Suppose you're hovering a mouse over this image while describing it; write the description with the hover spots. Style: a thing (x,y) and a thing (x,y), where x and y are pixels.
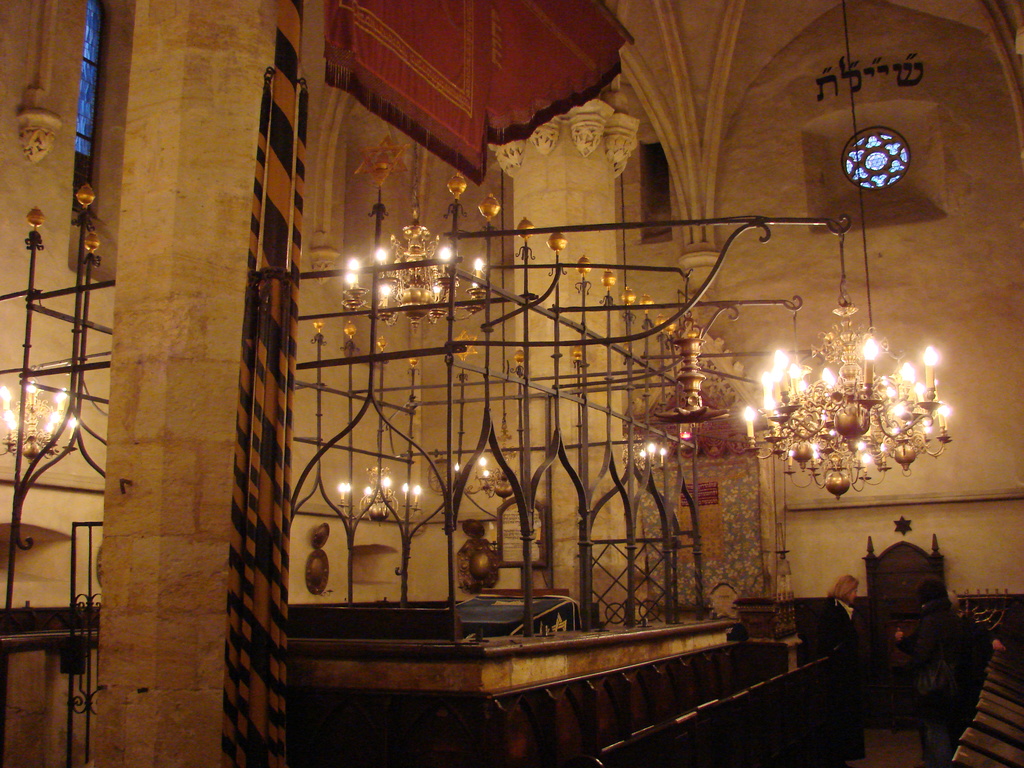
In this picture I can see an iron grill (422,449) in the middle (415,490) and there are lights (799,462), on the right side (965,630) two persons (935,642) are standing, it looks like an inside part of a synagogue (729,291).
